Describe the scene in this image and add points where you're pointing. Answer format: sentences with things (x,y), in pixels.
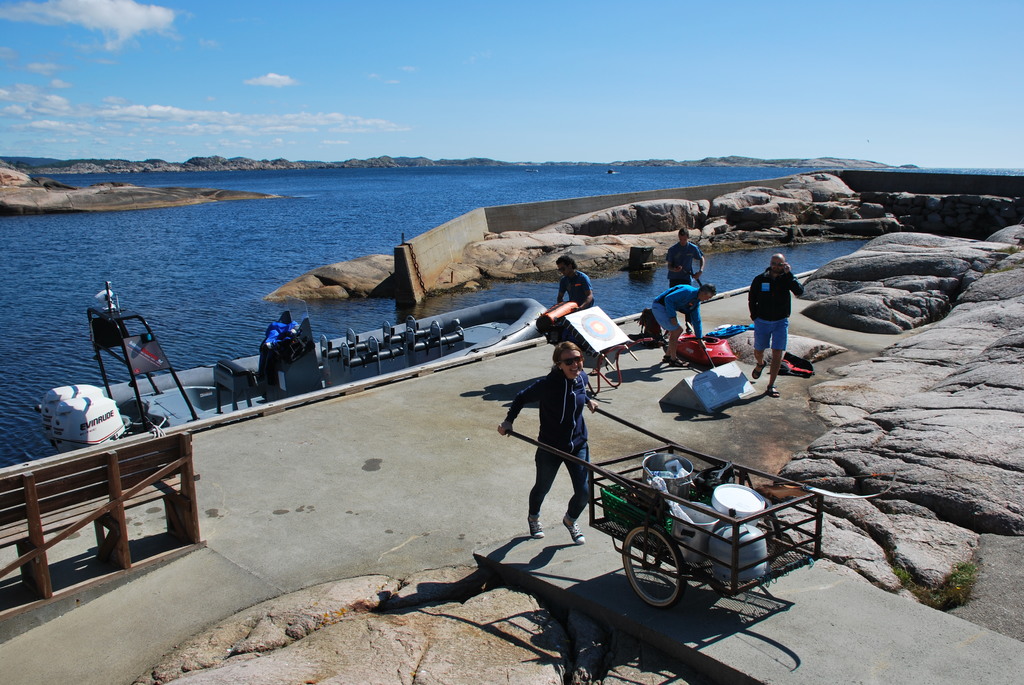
In this picture we can see there are groups of people (587,305) on the path (626,397) and a person (584,403) is pushing a cart (593,504). Behind the people (770,347) there is a boat (318,363) on the water (42,384), rocks (356,273) and a wall (450,234). Behind the wall (404,269) there are hills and a sky (452,99).
